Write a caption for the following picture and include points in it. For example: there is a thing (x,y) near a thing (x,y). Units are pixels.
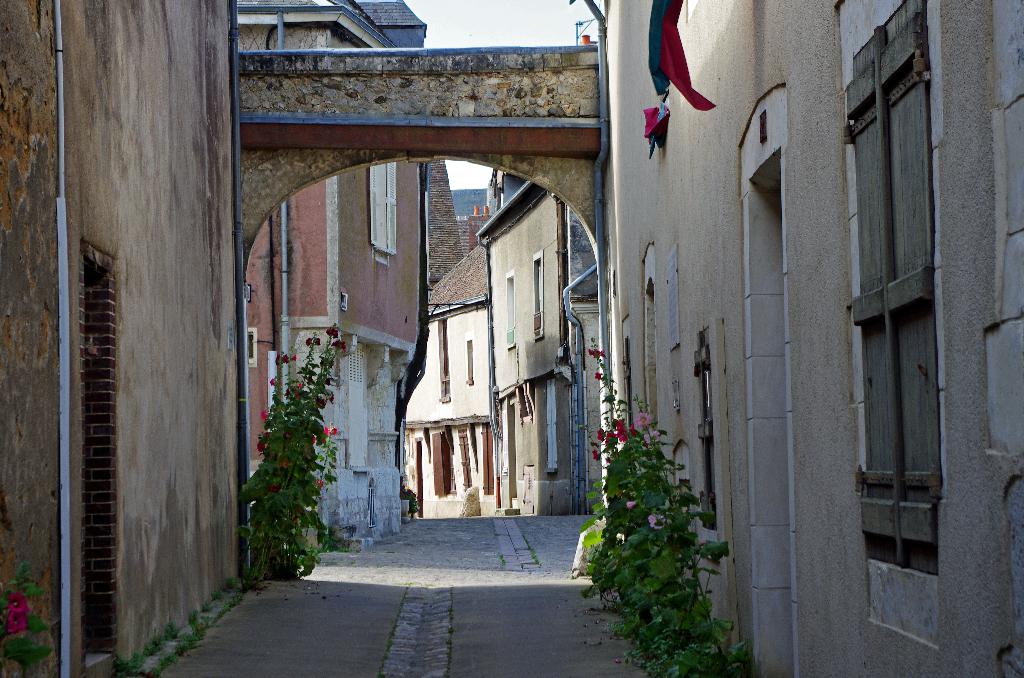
In the picture we can see a pathway (463,598) on the both sides of the path (397,603) we can see building walls (724,584) with exits (779,198) and windows (938,400) and some plants (689,609) near to the walls (791,629) with flowers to it and both the buildings (636,233) are joined by a wall (430,122) and behind it also we can see some buildings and a part of the sky (550,25).
